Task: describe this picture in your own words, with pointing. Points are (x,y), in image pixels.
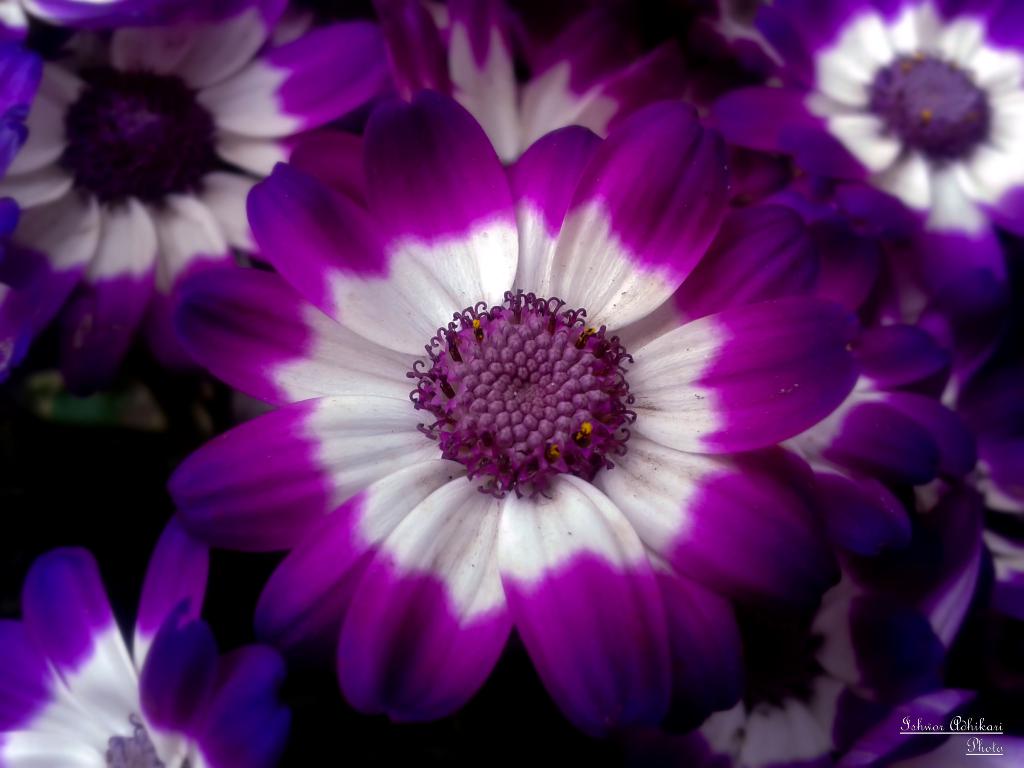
In this picture we can see purple and white color flowers (610,338), at the right bottom (967,733) there is some text (967,732).
